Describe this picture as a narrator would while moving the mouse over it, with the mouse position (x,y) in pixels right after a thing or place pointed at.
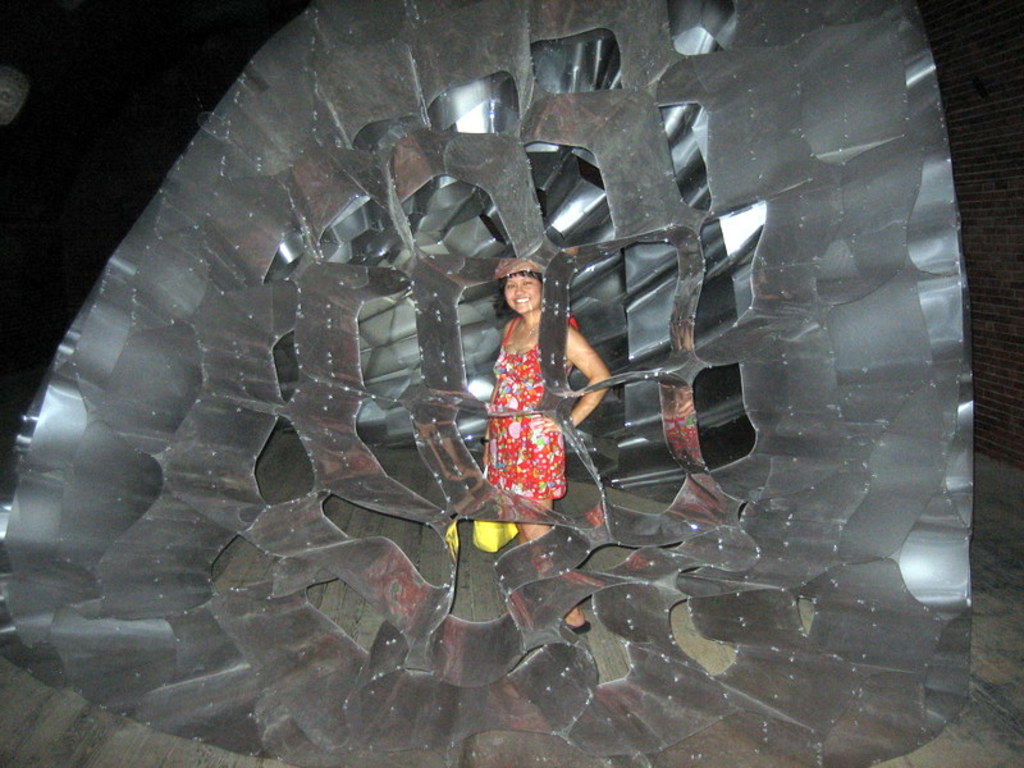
In this image there is a mirror like object (737,127), and in the background (532,366) there is one woman (533,432) standing and she is holding a handbag (483,526) and there is a wall (987,299). At the bottom (978,583) there is floor (1002,484), and in the background (17,86) there are some objects (17,86).
